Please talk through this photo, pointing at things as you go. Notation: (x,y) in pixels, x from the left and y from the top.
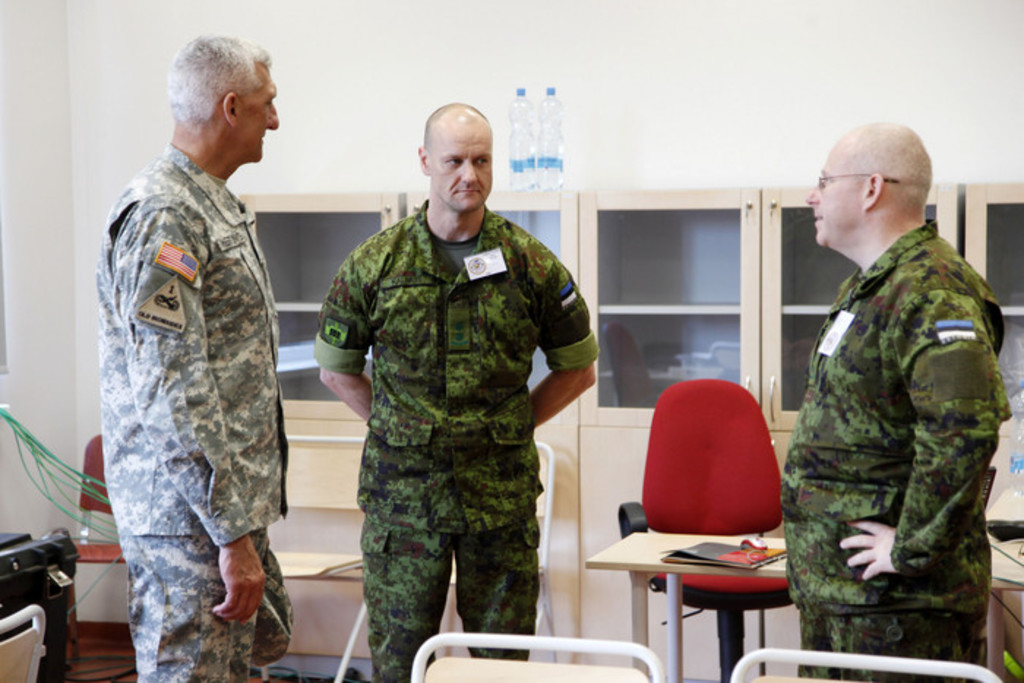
These three persons (474,352) are standing and wore military dress (419,399). At background (715,305) there is a cupboard (629,337), above this cupboard (616,203) there are bottles (526,186). In-front of this red chair (744,462) there is a table (617,566), above this table (677,580) there is a book (772,562).
